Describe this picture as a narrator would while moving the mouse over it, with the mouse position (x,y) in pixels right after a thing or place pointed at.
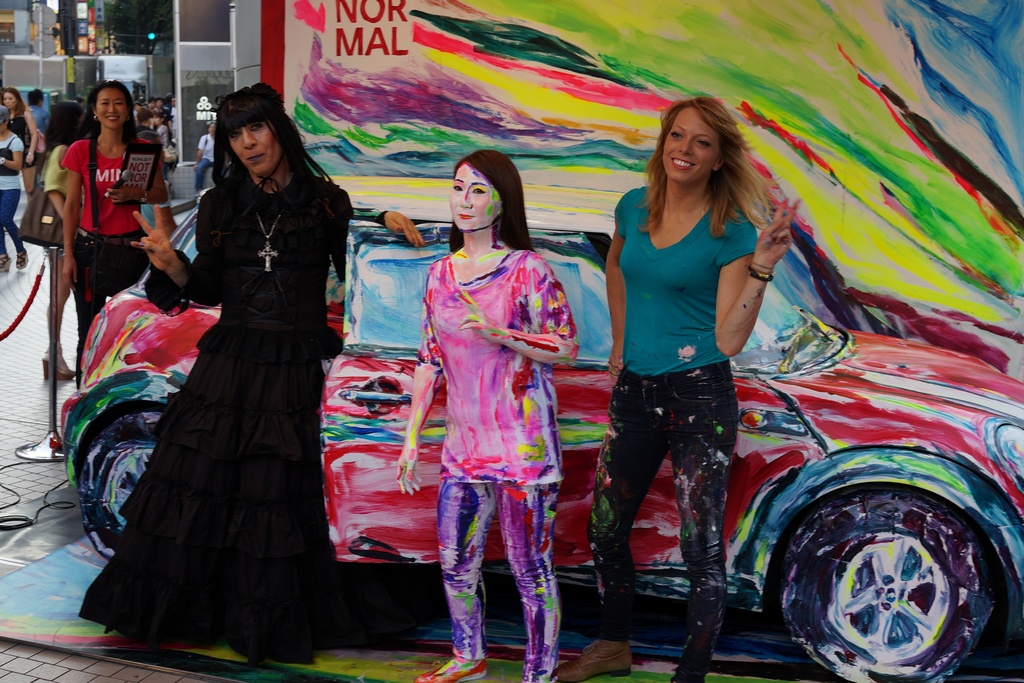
In this picture there is a woman (652,369) standing near to the car (735,451). There is another woman (525,250) who painted her body (453,296). Beside her we can see another woman (259,329) who was wearing black dress (267,307). On the left (158,139) we can see the group of person (122,134) standing on the street (29,252). In the background (139,43) we can see buildings (185,62), trees (136,27) and lights (95,35). On the top left corner (95,35) there is a building (76,0).
